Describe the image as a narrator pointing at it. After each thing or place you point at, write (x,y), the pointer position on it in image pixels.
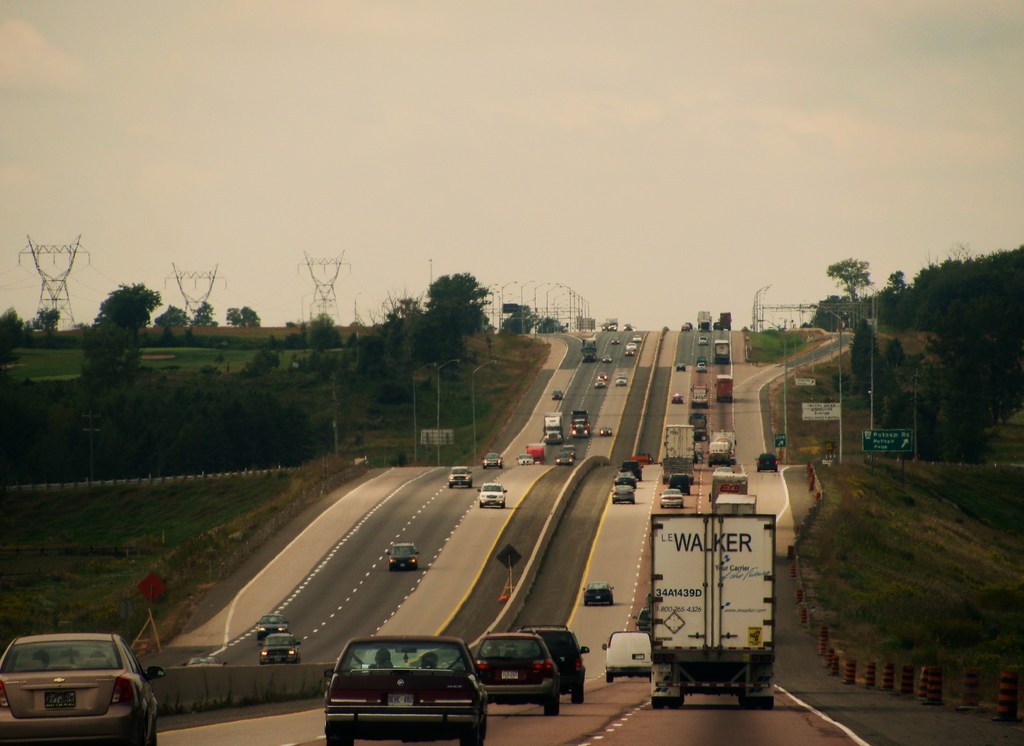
This is an outside view. In the middle of the image (617,396) there are many vehicles (679,370) on the roads (429,495). On the right (784,407) and left side of the image (102,437) there are many trees (239,406), poles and also I can see the grass (111,525) on the ground (96,537). At the top of the image (466,138) I can see the sky (544,97).
